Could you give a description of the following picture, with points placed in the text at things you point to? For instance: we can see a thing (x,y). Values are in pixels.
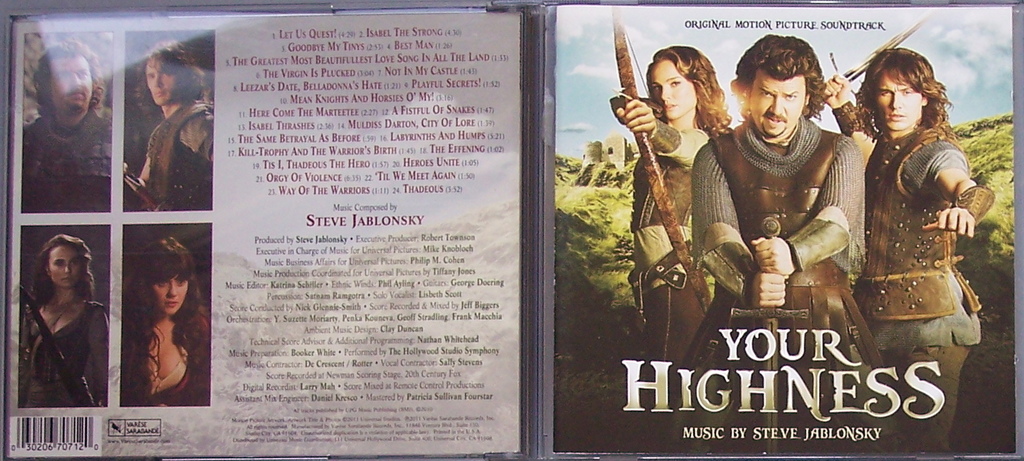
This image consists of a CD cover (601,282). It looks like a movie poster (667,241). On the right (812,270), there are three persons (802,254) along with the text (705,390). On the left (196,293), there are four pictures (162,332) of four people (171,244) along with the text (270,400). At the bottom (45,431), there is a barcode (25,441).
